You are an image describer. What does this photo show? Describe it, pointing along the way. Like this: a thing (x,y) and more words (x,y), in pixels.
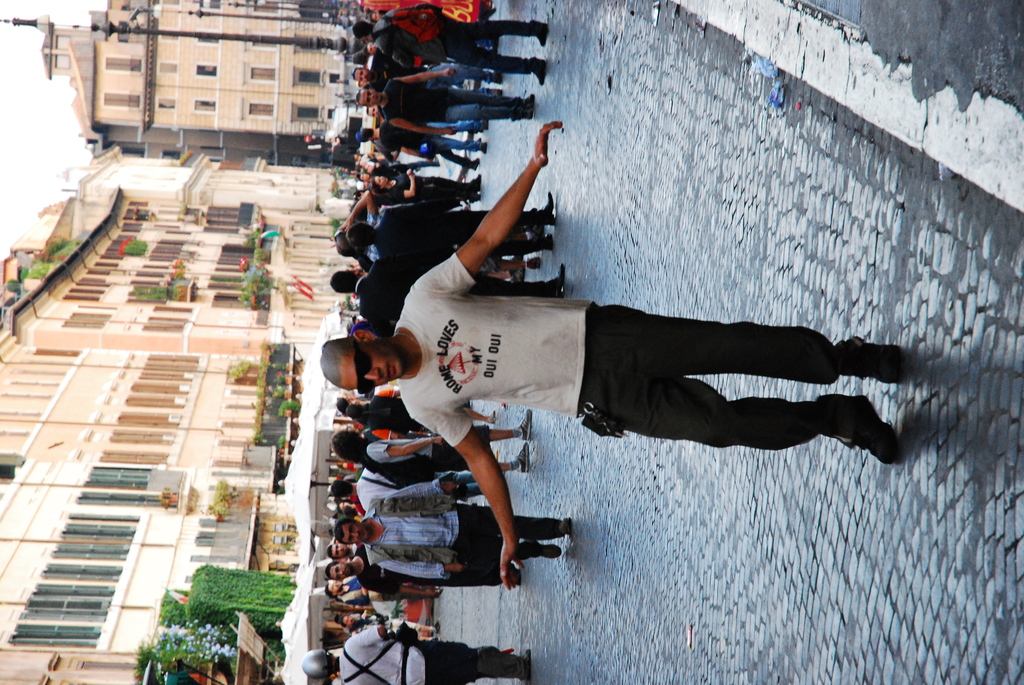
In this image we can see many people (415,526), some of them are walking. In the background (251,411) there are buildings (173,166) and sky (46,180). At the bottom (194,655) there are bushes (212,629).
